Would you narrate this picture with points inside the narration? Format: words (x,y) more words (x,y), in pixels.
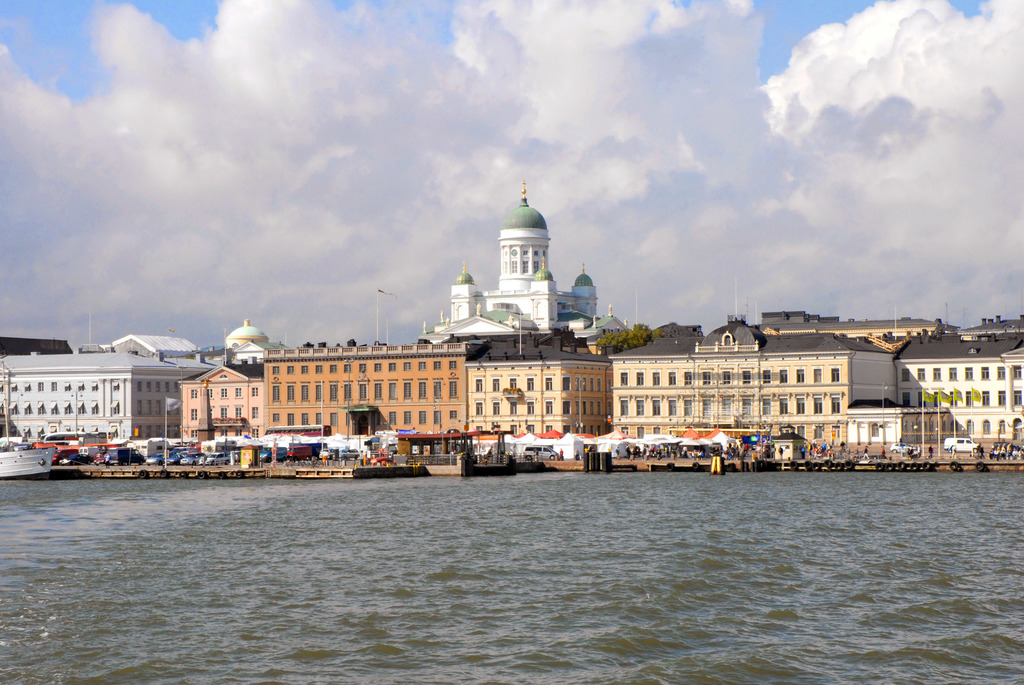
In this picture there is a brown and white color building (386,390) with many windows (477,382). Behind there is a church (526,314) with green dome (515,216). In the front (561,466) there is a harbor (901,468) with a boat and cars (115,452). In the front (872,502) bottom side there is a sea water (500,630).
